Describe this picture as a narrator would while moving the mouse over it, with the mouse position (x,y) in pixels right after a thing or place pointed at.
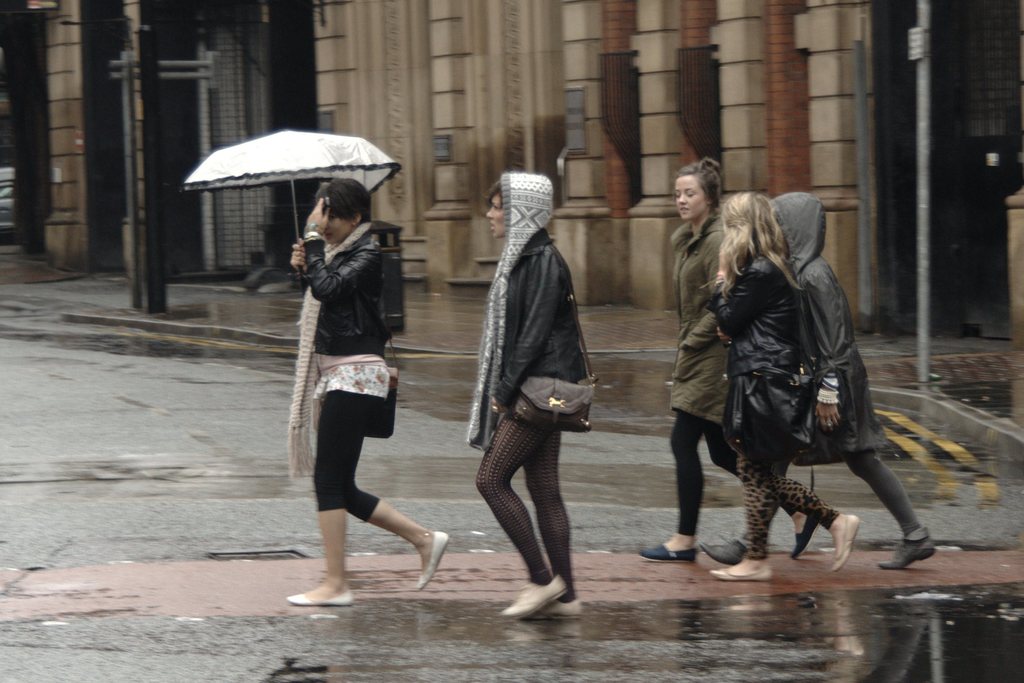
In this picture we can see five people (754,518) walking on the road (822,551) and a woman (312,212) carrying a bag (381,430) and holding an umbrella (262,156) with her hand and in the background (646,188) we can see poles (153,121), buildings (242,114) and some objects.
